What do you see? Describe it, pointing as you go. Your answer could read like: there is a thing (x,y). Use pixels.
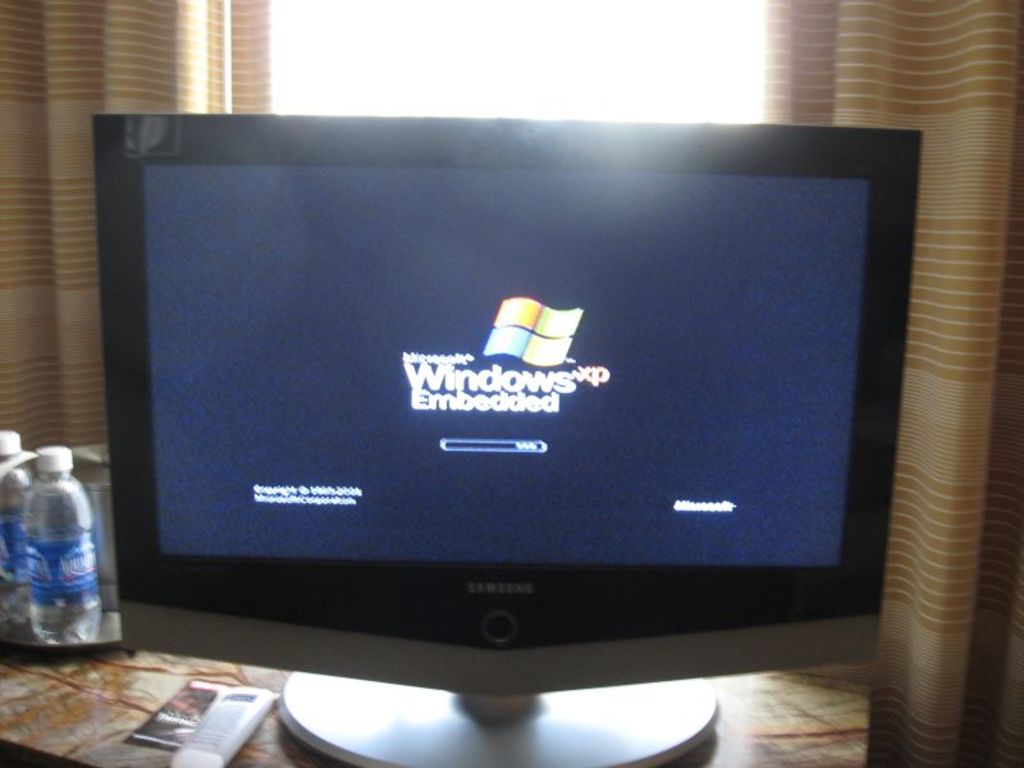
As we can see in the image there is a curtain (32,253), bottles (4,447), screen (284,551) and table (128,699).
